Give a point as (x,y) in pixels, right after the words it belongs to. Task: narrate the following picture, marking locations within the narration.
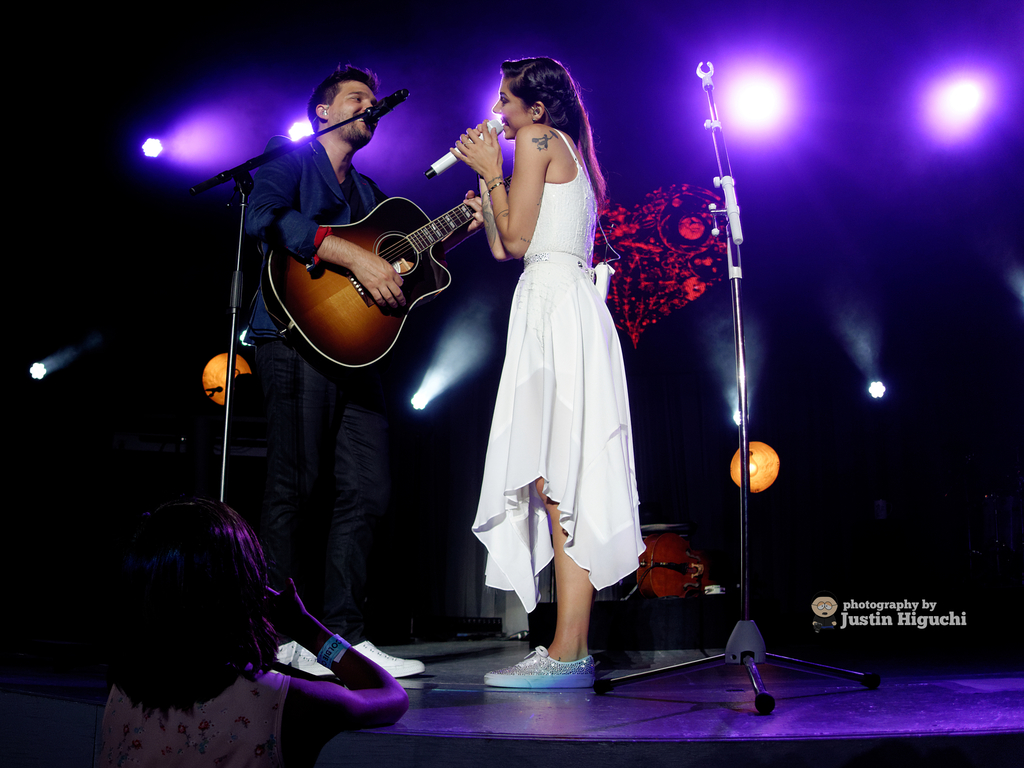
Background (908,422) is dark. At the top (743,138) we can see lights (801,120). We can see a women (524,141) in white colour frock (546,528) holding a mike (441,172) in her hands (479,154) and singing. Here we can see one man (286,224) standing in front of a mike (373,119) and playing guitar (446,226). This is a platform (720,717). This is a mike (751,644).
